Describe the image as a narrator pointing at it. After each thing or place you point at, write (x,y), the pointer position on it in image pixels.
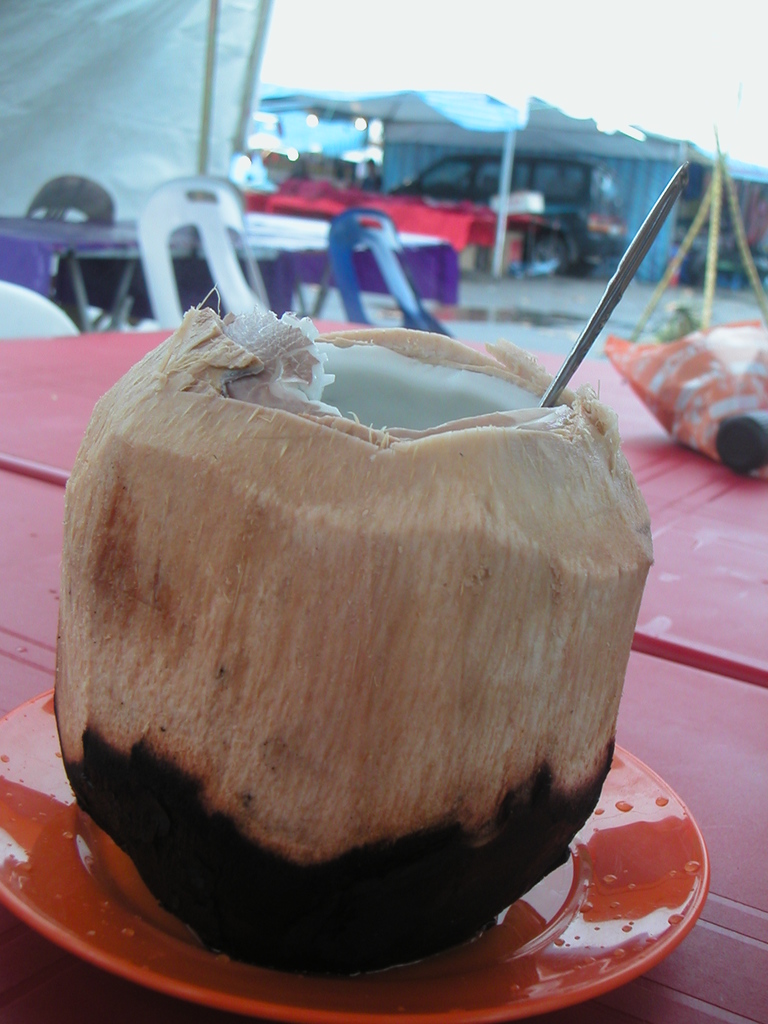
In this picture we can see coconut (150,369) with spoon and plate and object (710,339) on tables (726,671) and we can see chairs (230,214) and table (764,540). In the background of the image (438,134) it is blurry and we can see tent (409,99), pole (508,160), person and sky (701,60).
